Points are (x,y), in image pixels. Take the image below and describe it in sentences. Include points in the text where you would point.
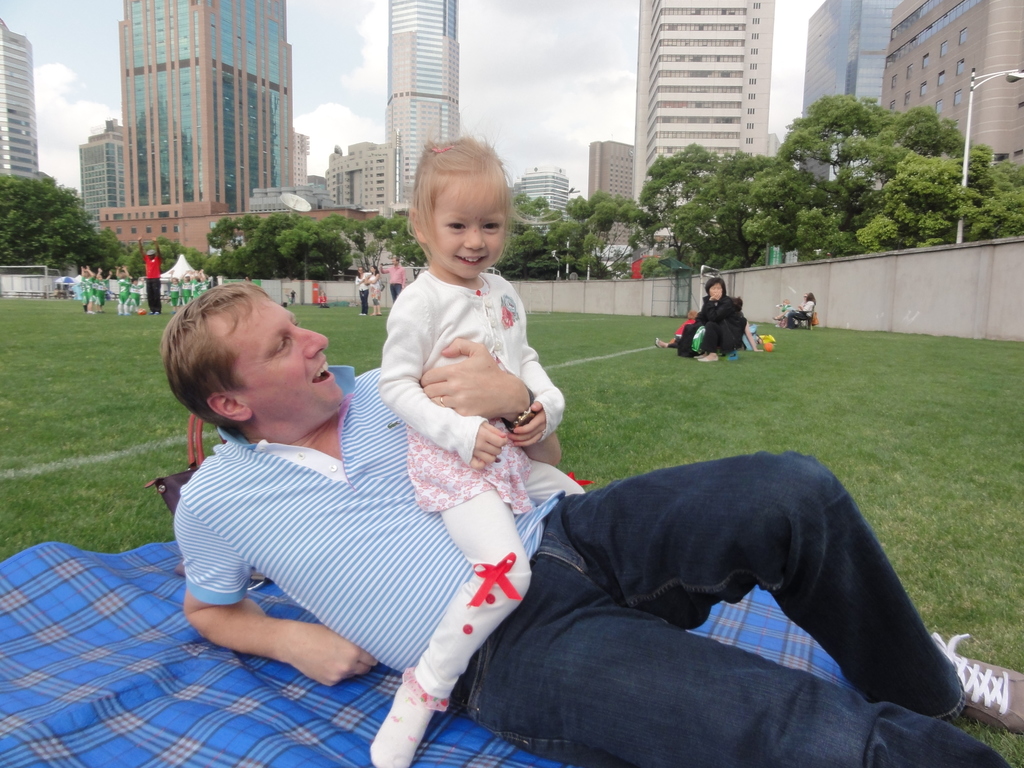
In this image I can see people (435,330) among them some are standing and some are sitting. The man (613,489) in the front of the image (427,558) is lying and carrying a child (437,425). In the background (585,227) I can see buildings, trees (637,218), wall (816,288), streetlights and the sky (483,133).
